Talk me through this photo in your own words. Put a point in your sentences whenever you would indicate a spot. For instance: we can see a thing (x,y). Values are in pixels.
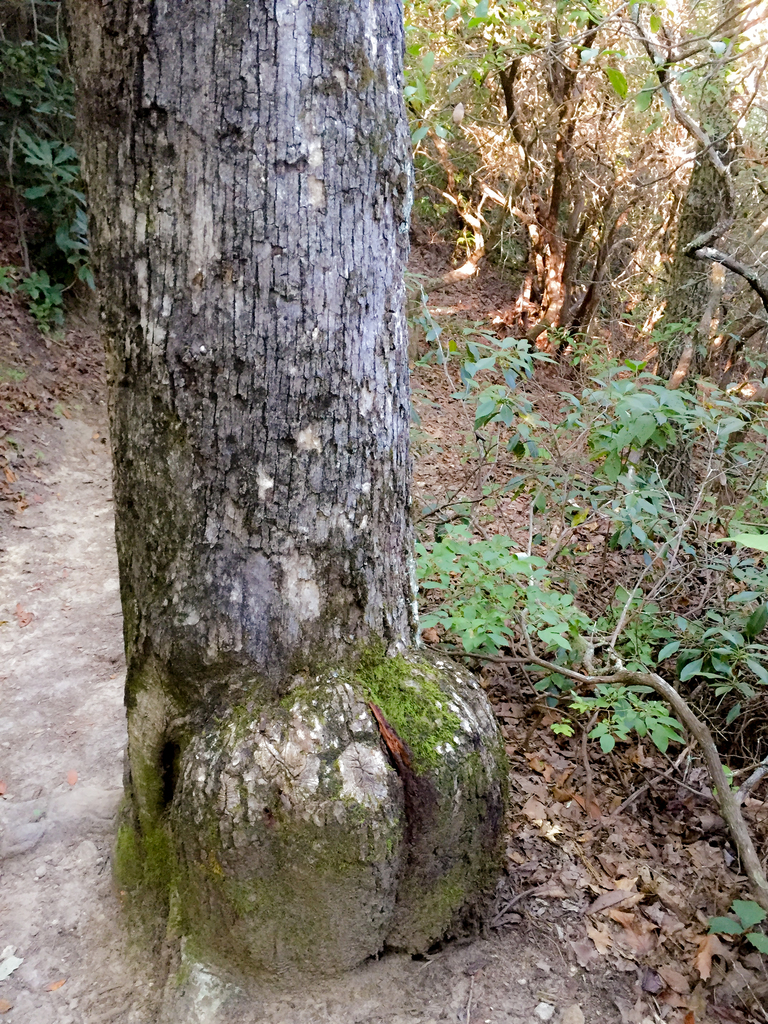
In this image we can see a truncated tree (338,545), plants (540,235) and leaves (421,379) on the ground (478,1007).
